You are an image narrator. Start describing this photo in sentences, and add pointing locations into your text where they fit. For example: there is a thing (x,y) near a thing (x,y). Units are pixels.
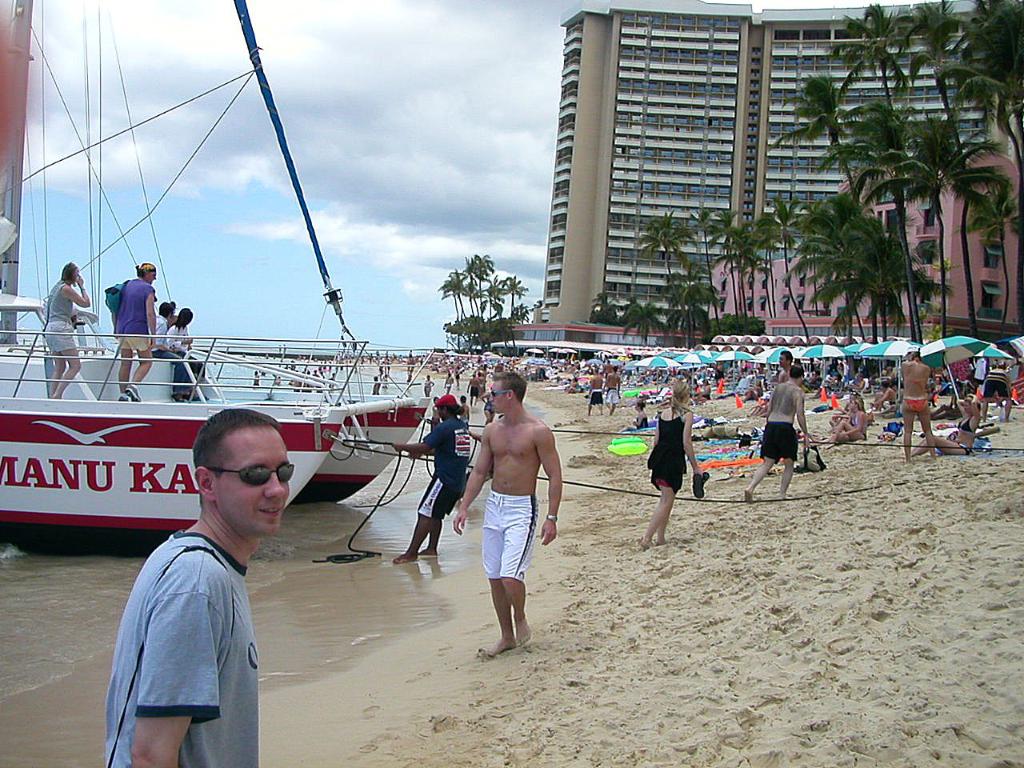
In this image I can see few people (913,358) and few people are lying on the ground (769,638). I can see few blue and white color umbrellas (873,347), buildings (969,243), windows (792,96), trees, ships (298,398) and water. The sky (286,344) is in white and blue color.
